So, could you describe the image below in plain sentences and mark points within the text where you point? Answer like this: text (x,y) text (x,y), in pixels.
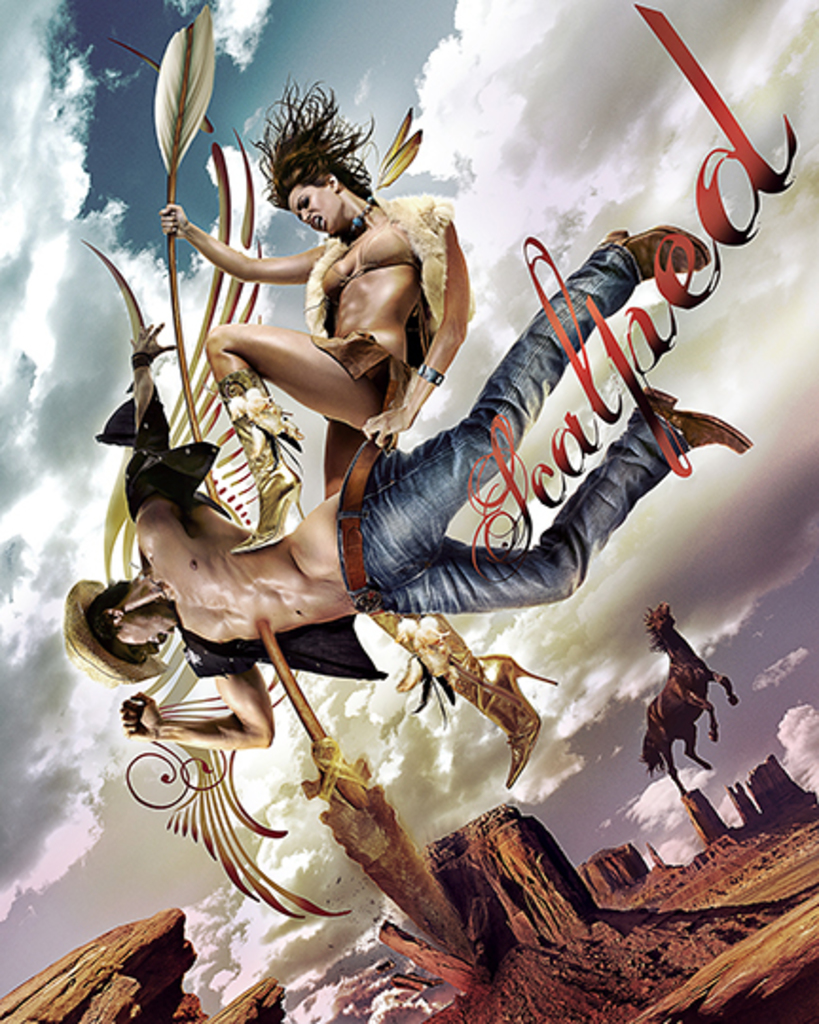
This is an animated image of a woman (342,374) and a man (296,534) wearing clothes (476,589) and the man (456,584) is wearing a hat (84,621). Here we can see a horse (685,702) rearing up on a rock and the woman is holding an object (217,492) in her hand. Here we can see the stones (623,907), watermark (620,347) and cloudy sky (485,199).
